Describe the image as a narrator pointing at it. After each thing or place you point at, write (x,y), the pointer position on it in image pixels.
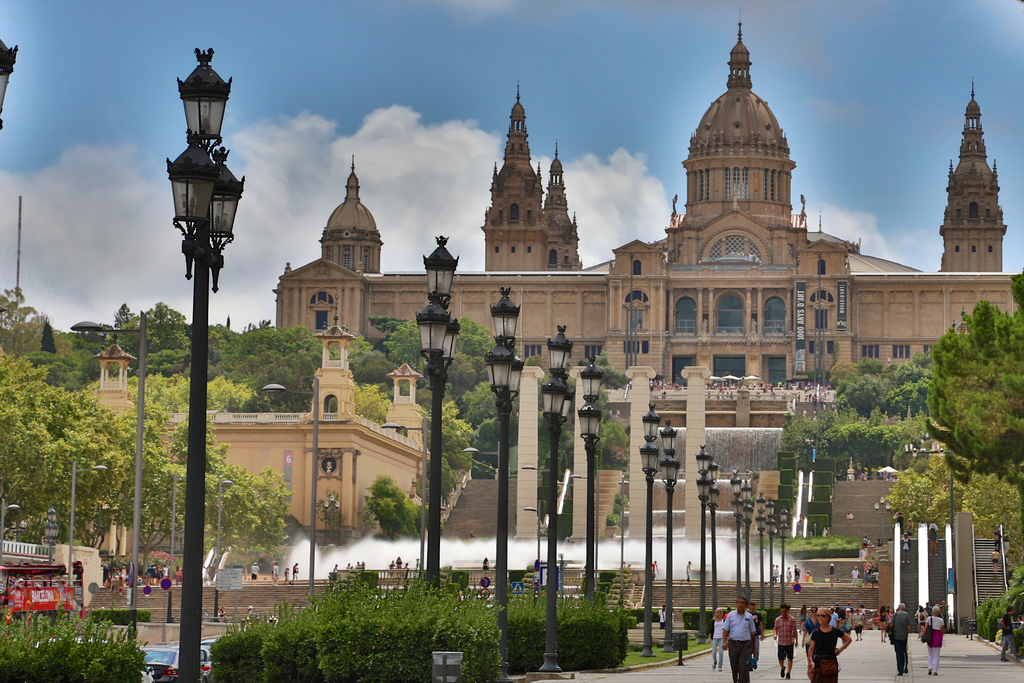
In this picture we can see buildings (691,340), poles (544,656), plants (315,641), lights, trees (459,413), water (601,558), boards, vehicles (206,682), and people (778,637). In the background (71,204) there is sky (670,107) with clouds (34,219).
